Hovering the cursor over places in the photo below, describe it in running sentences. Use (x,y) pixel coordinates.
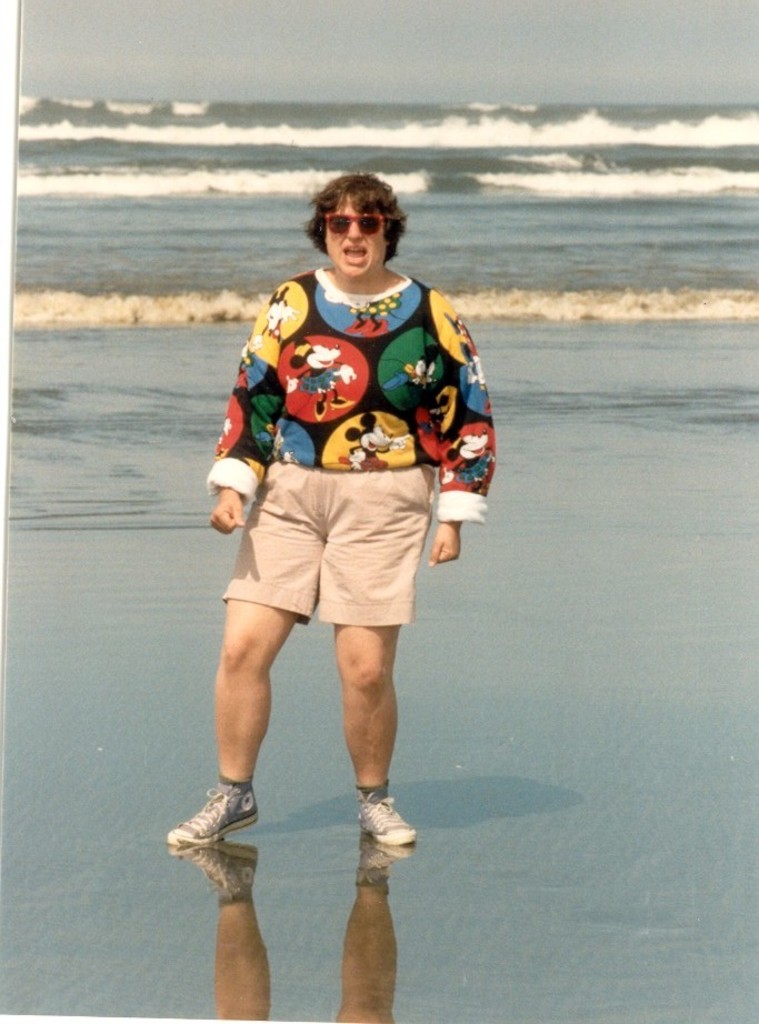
In this picture we can see a person (371,739) standing in water (220,594). Waves (166,312) are visible in water (495,296).
